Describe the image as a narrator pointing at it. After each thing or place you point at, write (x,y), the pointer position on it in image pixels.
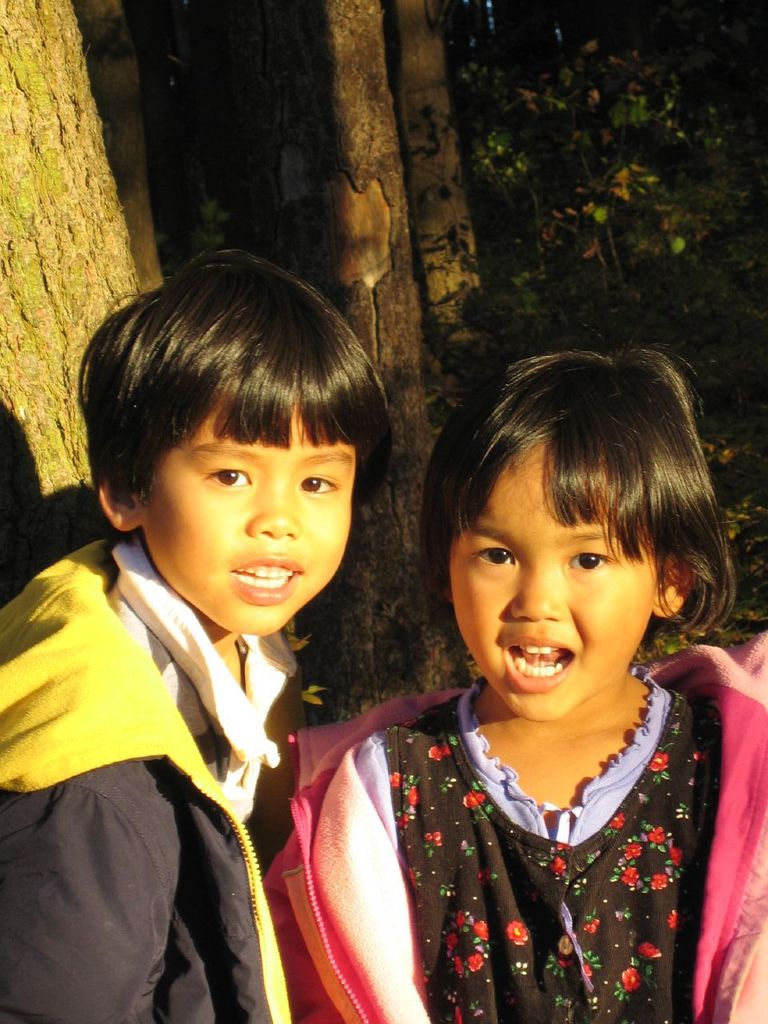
In the foreground of this image (498,803), there is a girl (498,946) wearing pink coat (363,950) and a boy (170,850) wearing black coat (180,771) are standing in front of a tree trunk (289,151). In the background (602,114), there are trees (636,110).
